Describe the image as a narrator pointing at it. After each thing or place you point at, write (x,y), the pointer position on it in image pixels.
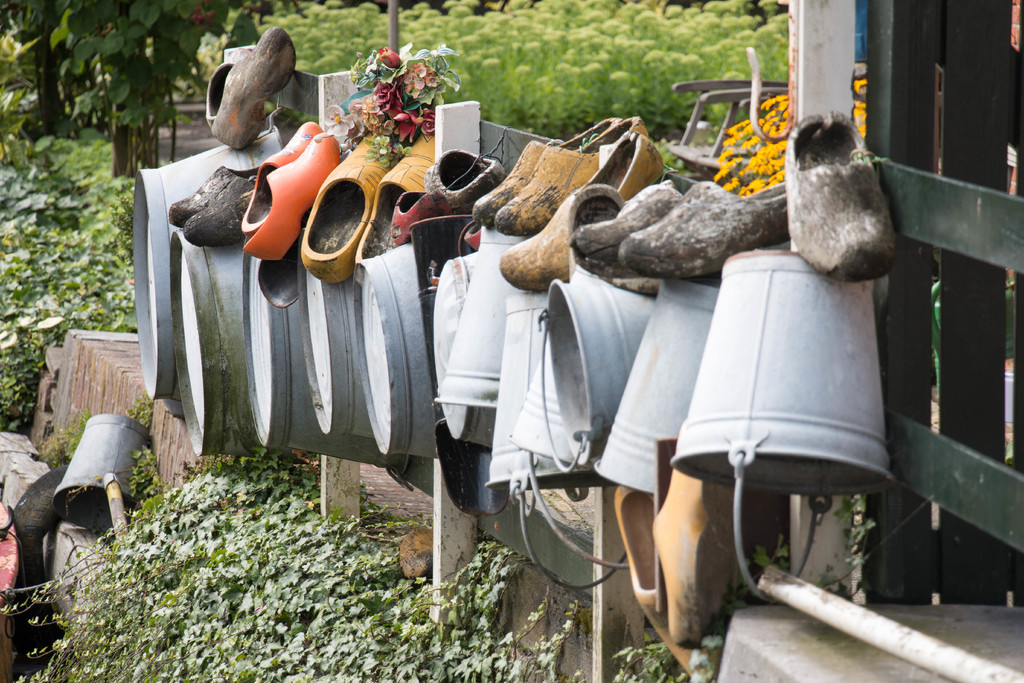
In the center of the image (525,359) we can see buckets (142,319) and shoes (394,222). In the background (37,110) we can see trees (34,122), plants (727,42) and chair (685,137). At the bottom of the image (95,590) we can see plants (61,638).
